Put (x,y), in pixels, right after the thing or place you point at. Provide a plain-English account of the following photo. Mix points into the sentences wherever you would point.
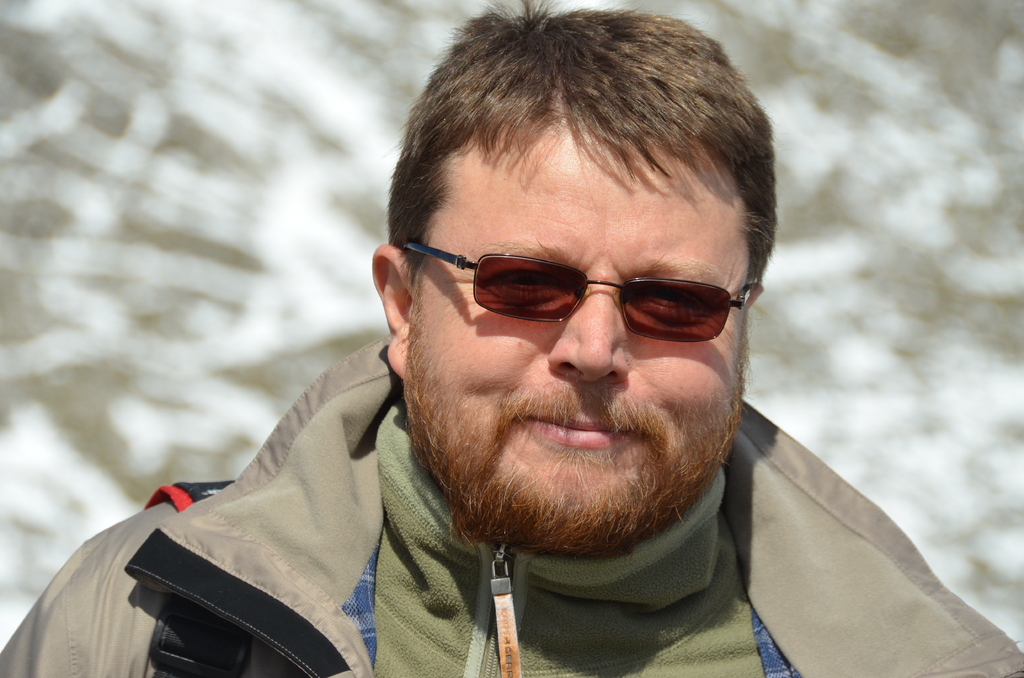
This image is taken outdoors. In this image the background (919,423) is a little blurred. In the middle of the image (510,352) there is a man (669,585) with a smiling face (627,396).
